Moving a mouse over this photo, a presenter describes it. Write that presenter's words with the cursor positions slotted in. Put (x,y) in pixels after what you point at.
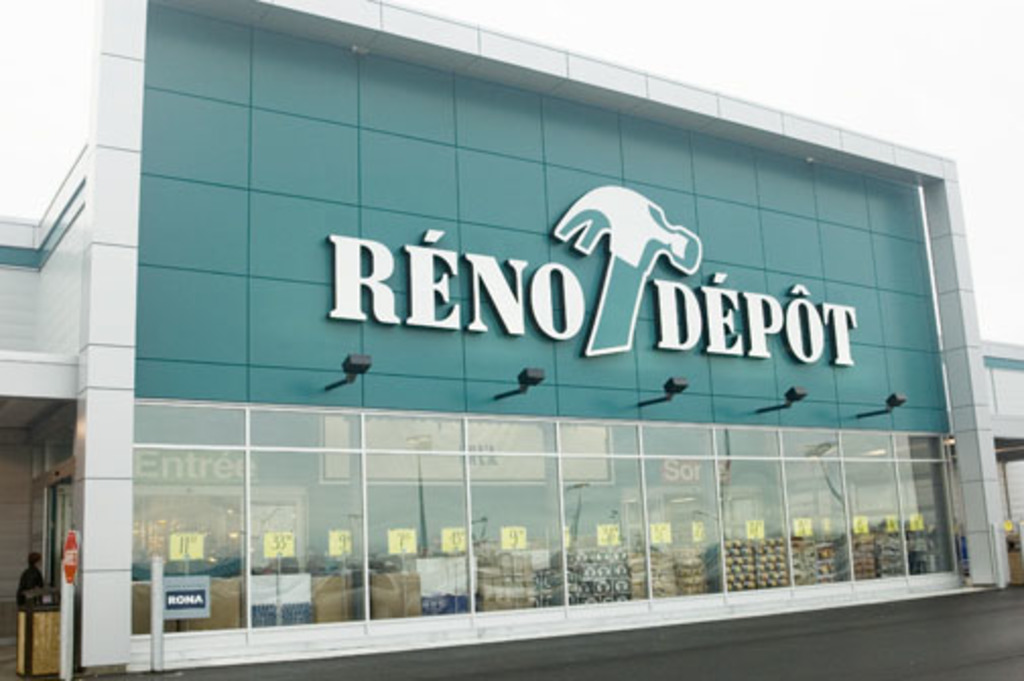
In this image, we can see a building (929,344) which is colored white and green. There are lights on the building (608,327). There is a sky (838,88) in the top right of the image (852,50).
